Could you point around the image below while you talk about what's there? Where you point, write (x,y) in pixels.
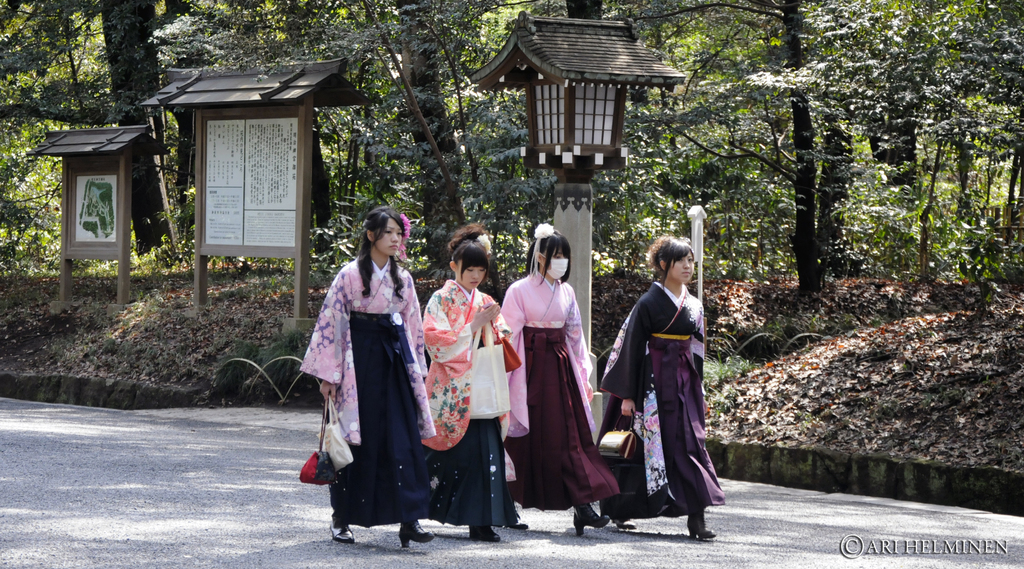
In this picture we can see few women (374,376) are walking on the road (809,511), few people (666,419) are holding bags (329,474), in the background (872,180) we can find few sign boards (255,163) and trees (521,107).
